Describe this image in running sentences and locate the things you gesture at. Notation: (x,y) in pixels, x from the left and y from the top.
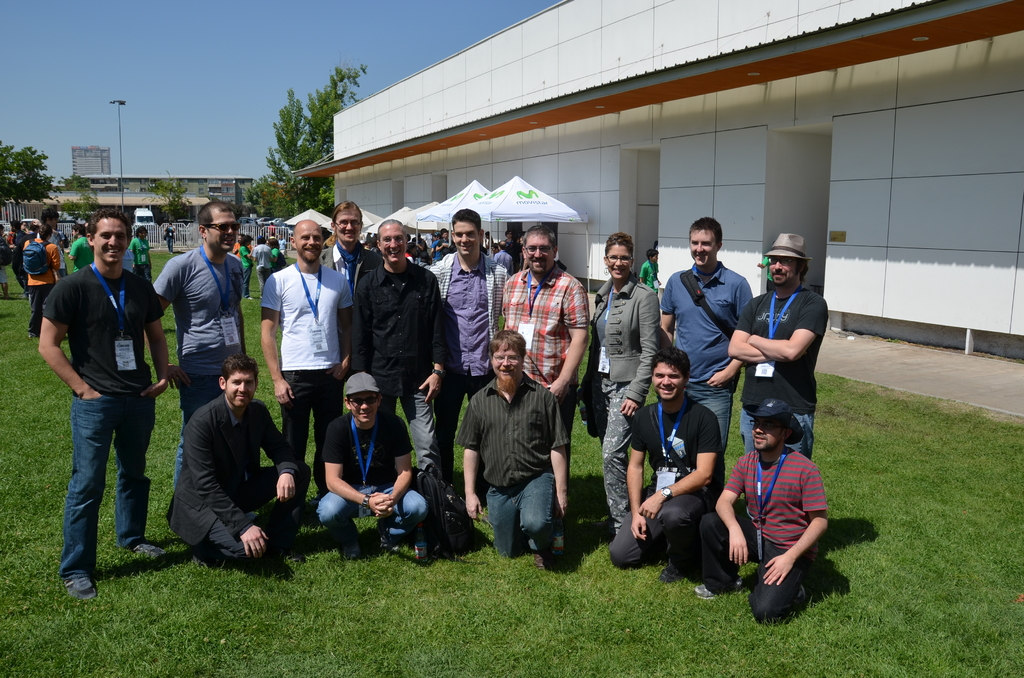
In this image there are a few people (231,412) sitting on their knees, few are standing with a smile on their face (472,235), behind them there are a few people (29,237) standing and walking on the surface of the grass (458,463). On the right side of the image (929,191) there is a building (534,157), in front of the building (384,201) there are stalls (531,221). In the background (277,160) there are trees (20,174), buildings (118,180) and the sky (162,58).
